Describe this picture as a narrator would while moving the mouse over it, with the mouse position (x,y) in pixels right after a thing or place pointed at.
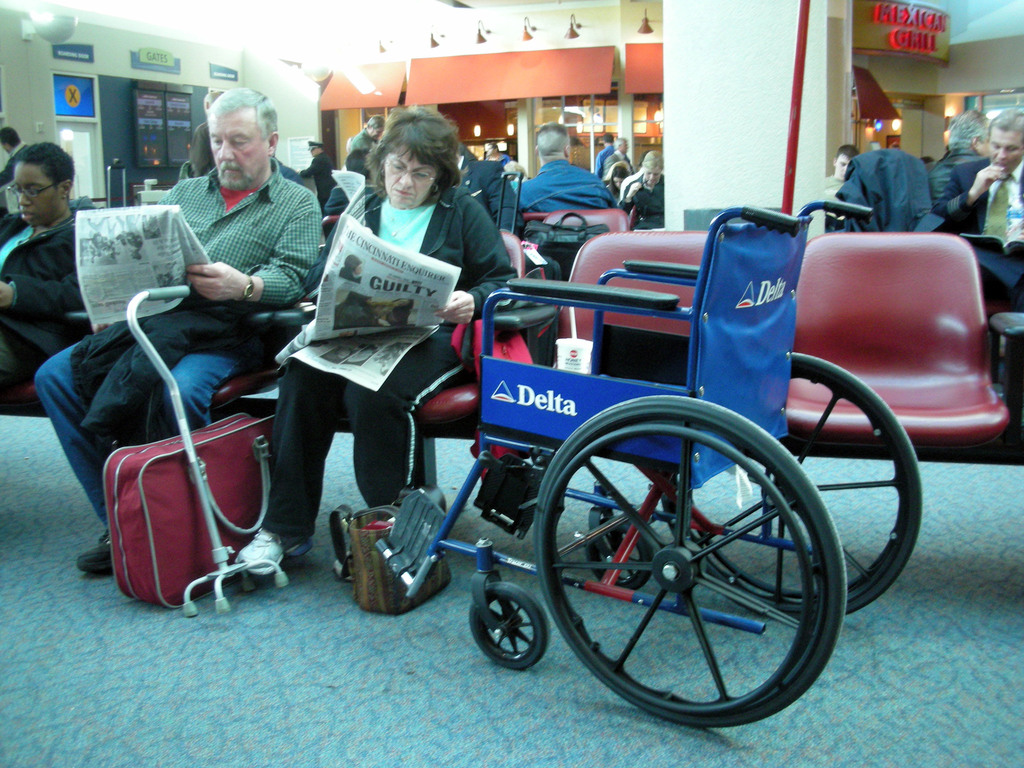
in this image there are few people (54,171) visible on the chairs (866,255), in the foreground (673,363) there is a wheelchair (588,406), there are two persons (310,481) holding news paper (389,297) sitting on chairs (431,404), in the middle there is a beam (821,73), pole (792,95), lights (59,28) visible.
